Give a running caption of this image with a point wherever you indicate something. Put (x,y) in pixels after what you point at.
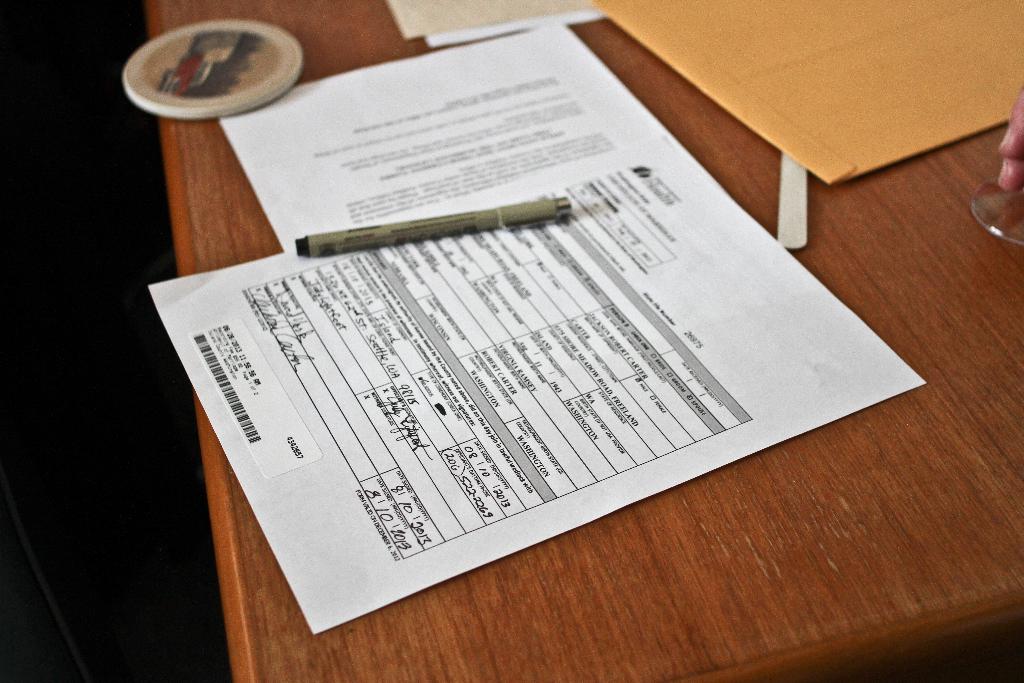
In this image we can see some papers (658,249), envelope cover (857,135), paper weight (221,106), pen (466,217), all of them are on the wooden table (960,242), also there is a person's hand (1020,138) holding a glass (1011,227).
